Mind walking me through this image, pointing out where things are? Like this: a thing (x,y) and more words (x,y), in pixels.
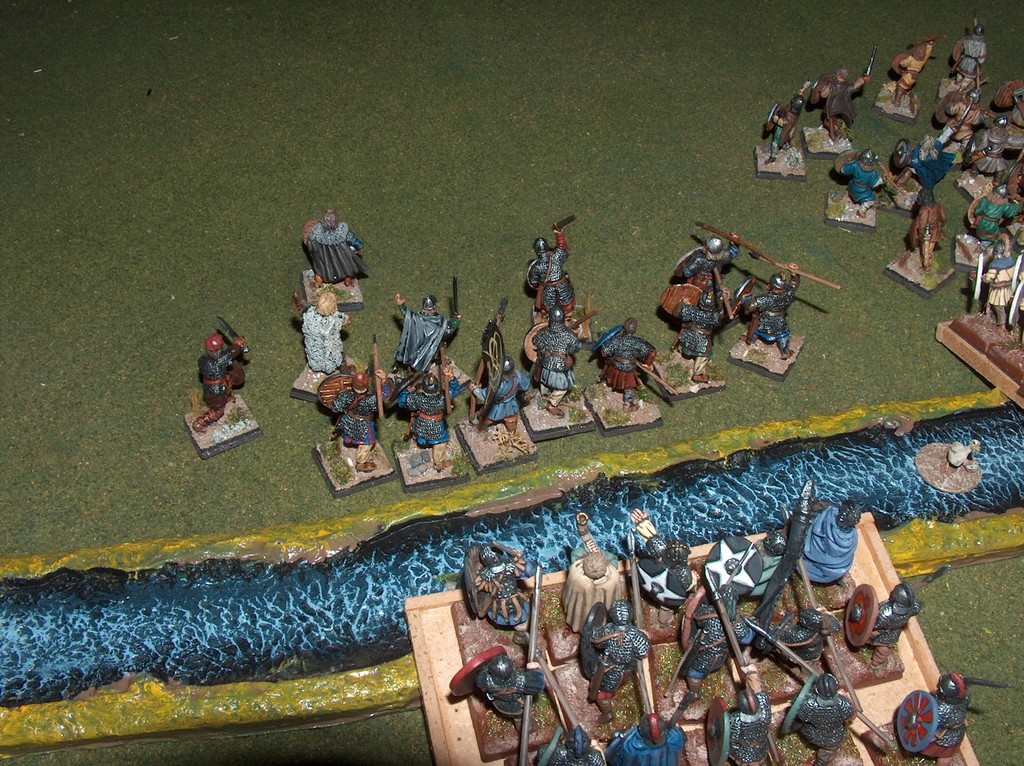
In this image there are some toys (837,563), and in the background (403,221) there is floor (575,174).
